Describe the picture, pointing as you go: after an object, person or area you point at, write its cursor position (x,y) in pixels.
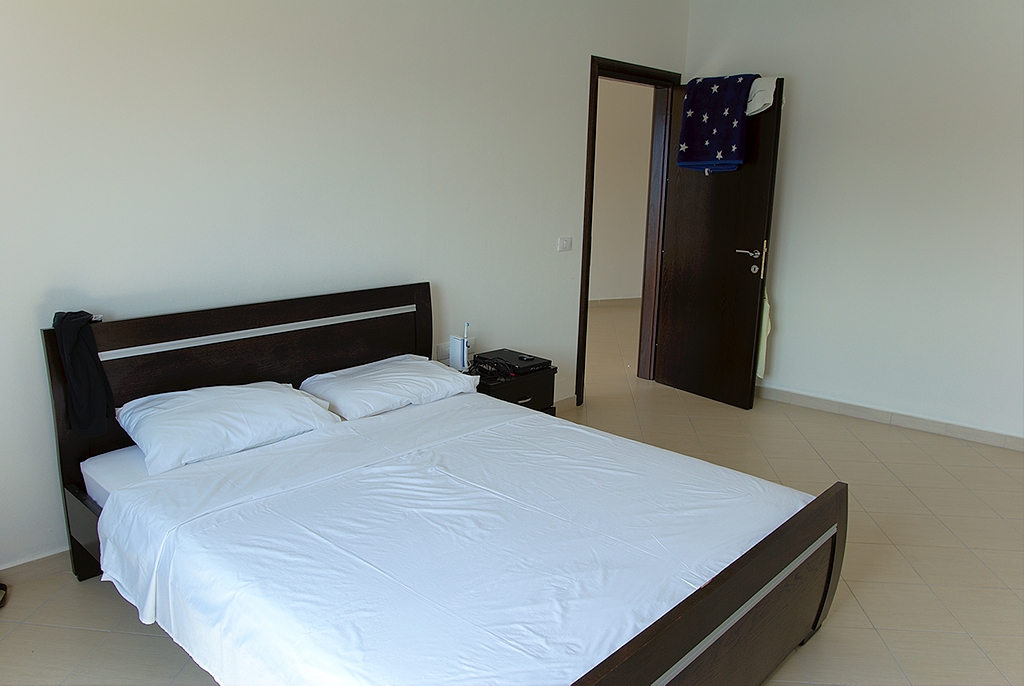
It's a bed (356,563) with white color bed sheets (338,517) 2 pillows (362,414) these are the tiles (896,493) and this is a wall (923,328).
